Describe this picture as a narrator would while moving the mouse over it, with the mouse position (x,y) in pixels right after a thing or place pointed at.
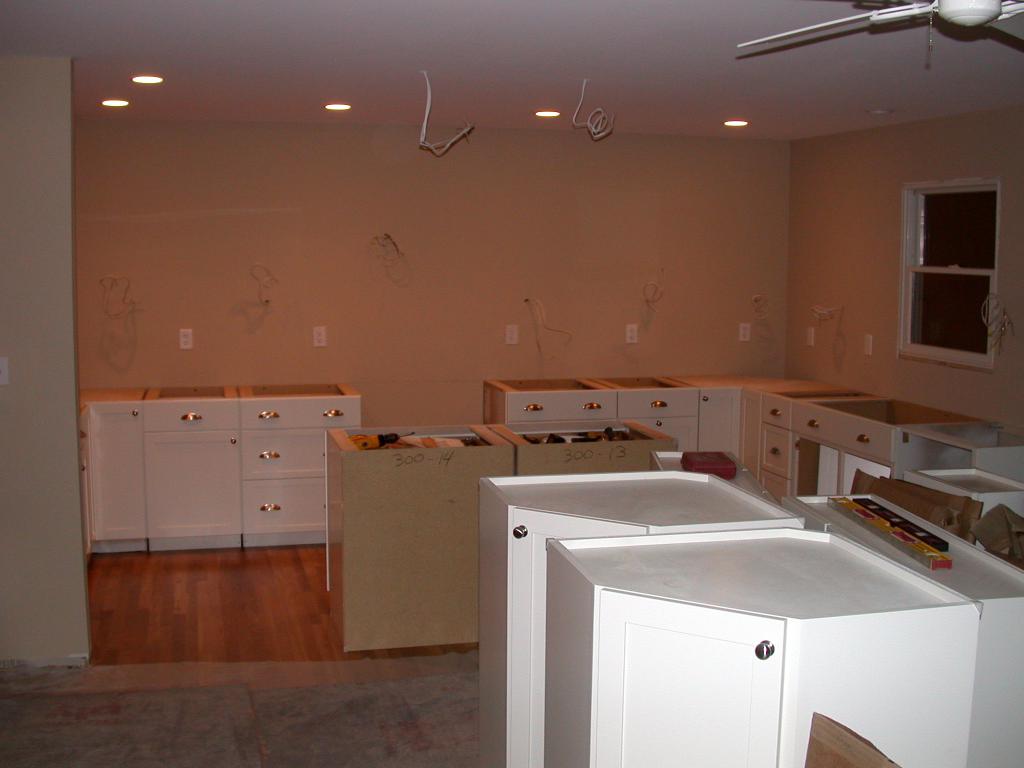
This is the picture of a room (897,342). In this foreground (625,734) there are tables (665,725) and there are objects (928,542) on the table (875,594). At the back (881,429) there are cupboards (766,440) and there are switch boards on the wall (12,396) and there is a window (994,201). At the top (929,15) there are lights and there is a fan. At the bottom (377,746) there is a mat (217,713) on the floor (234,634).
